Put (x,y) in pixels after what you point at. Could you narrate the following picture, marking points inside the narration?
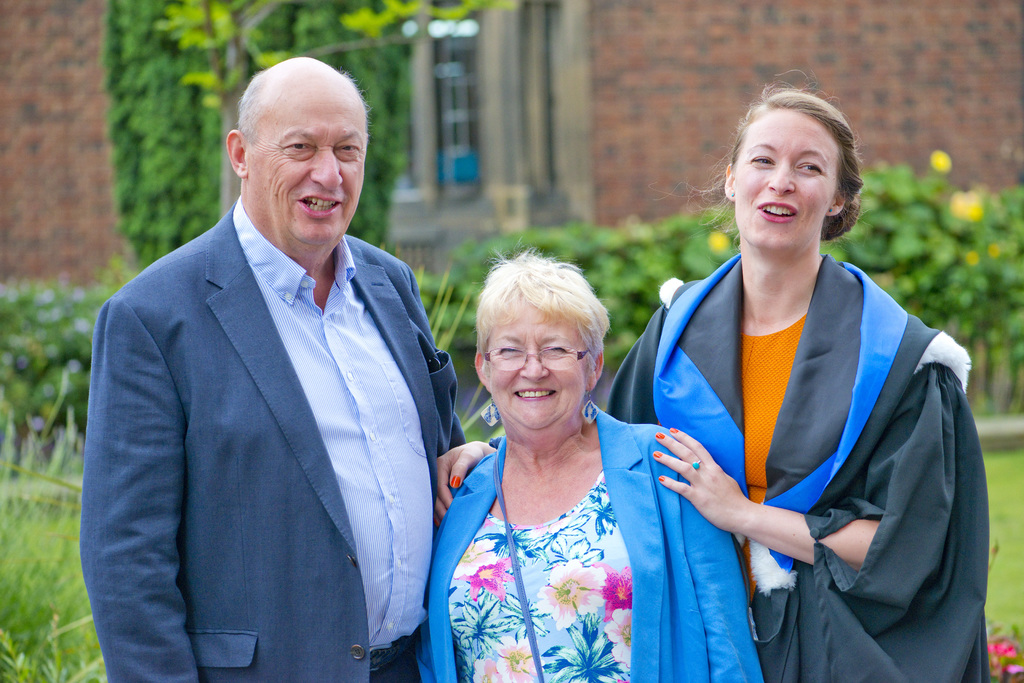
In the foreground of this image (772,392), there are two women (664,521) and a man (284,443) standing. In the background (10,378), there is greenery (175,115) and, the wall (681,104) and window (439,89) of a building (448,122).
